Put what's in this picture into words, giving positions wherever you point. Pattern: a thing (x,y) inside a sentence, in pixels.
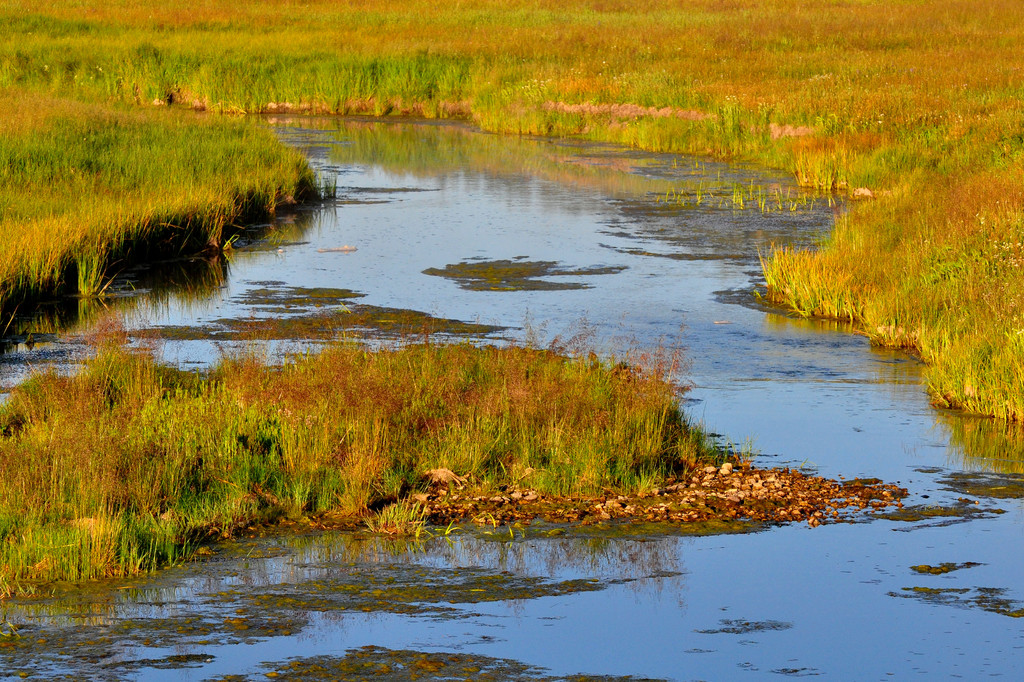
In this image there is a water surface (628,608), on either side of the water surface (477,234) there is grassland (992,261).
